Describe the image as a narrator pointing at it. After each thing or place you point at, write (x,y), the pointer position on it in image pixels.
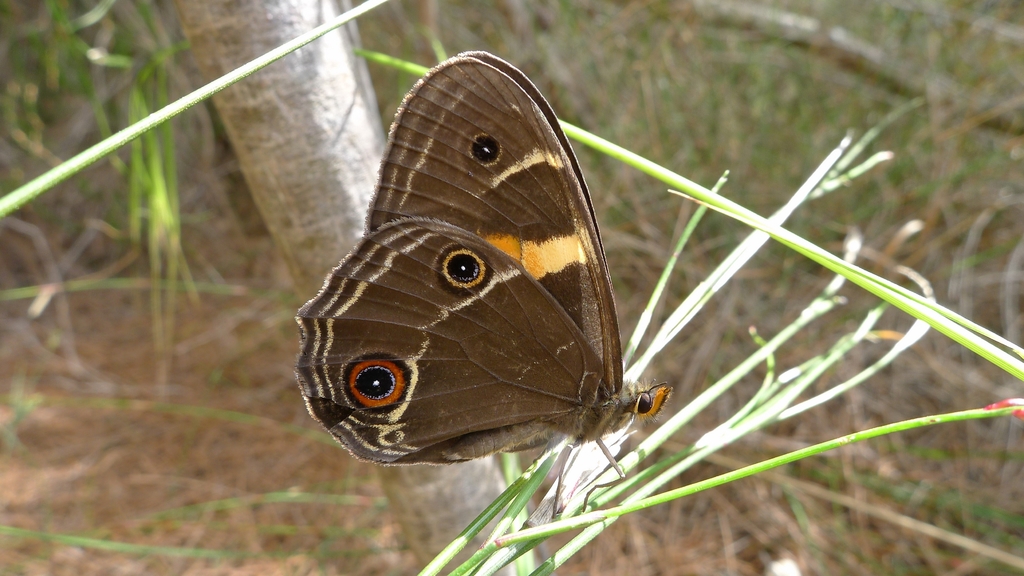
In this image I can see a butterfly (492,343), which is brown in color. This looks like a grass (574,477). In the background (286,182), I think this is the tree trunk (312,169).
